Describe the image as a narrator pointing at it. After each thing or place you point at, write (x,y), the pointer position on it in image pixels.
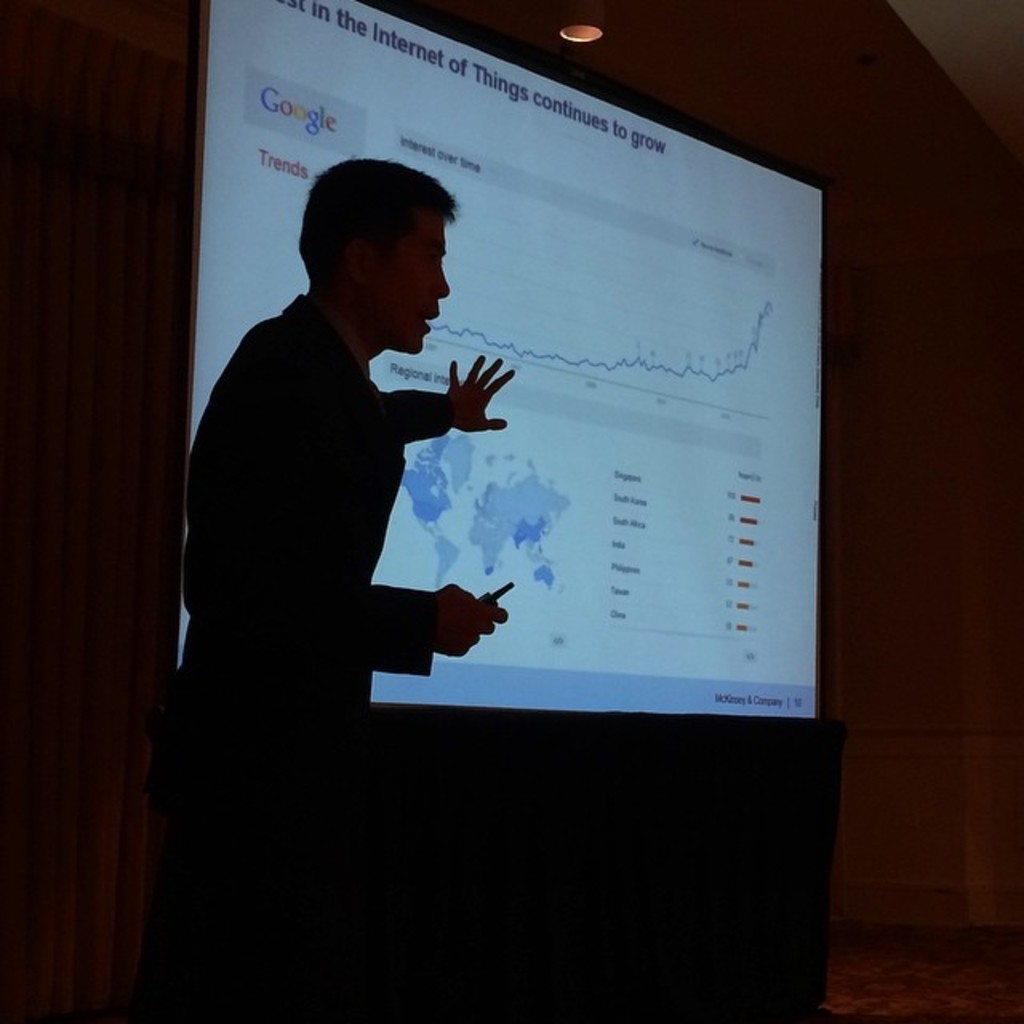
In this image we can see a person (287,586) standing and holding an object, there is a projector (754,598) with some text (432,379) and map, the background (922,826) looks like the wall (911,712).
